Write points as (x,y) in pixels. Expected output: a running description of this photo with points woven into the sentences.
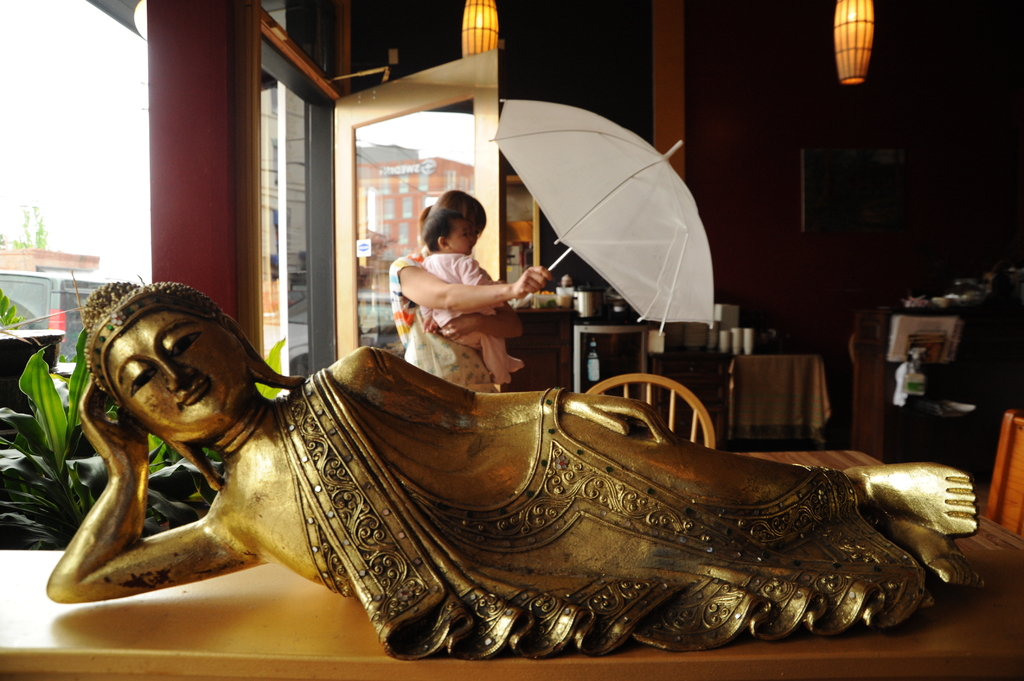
In this image, There is a table (865,659) which is in yellow color on that table (139,642) there is a statue of Buddha (742,525) which is in yellow color, In the background (446,326) there is a woman (458,333) holding a kid (459,264) and she is holding a white color umbrella (608,252), There is a light (840,48) hanging which is in yellow color, In the left side (337,284) there is a door (450,89) in yellow color.
